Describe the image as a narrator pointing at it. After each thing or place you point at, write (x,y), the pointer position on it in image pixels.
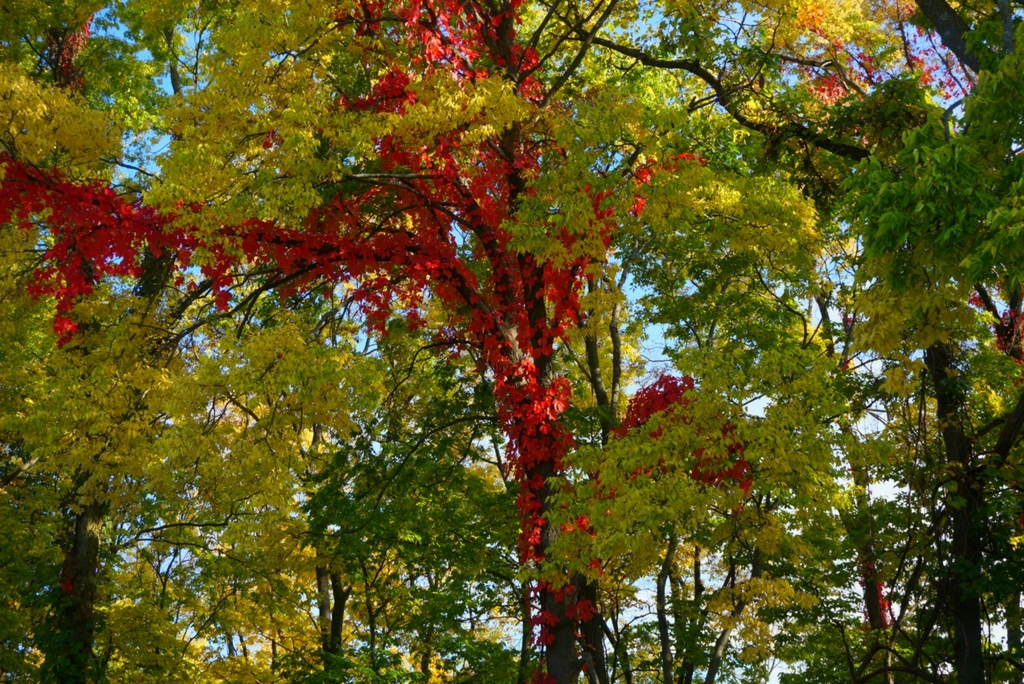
In this picture we can see trees (899,187) and in the background (339,292) we can see the sky (835,298).
